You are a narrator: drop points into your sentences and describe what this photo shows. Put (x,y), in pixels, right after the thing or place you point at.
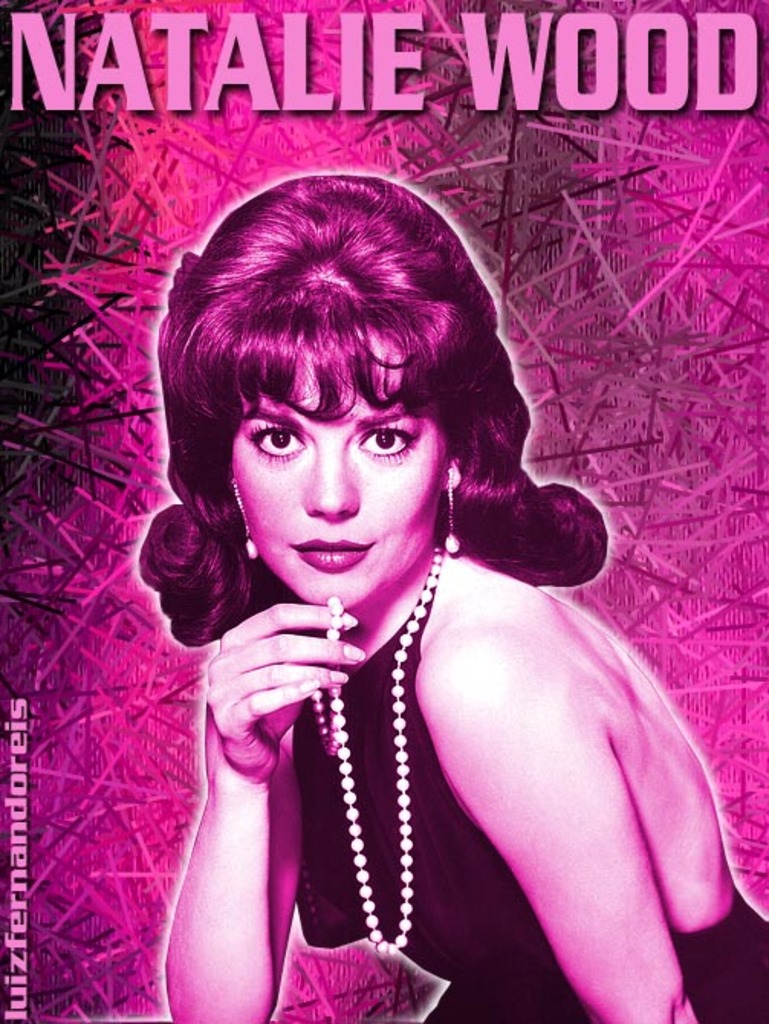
In the picture we can see a magazine (198,766) with a image (611,799) of a woman (526,766) on it wearing a pearl necklace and on top of it we can see a name Natalie wood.
